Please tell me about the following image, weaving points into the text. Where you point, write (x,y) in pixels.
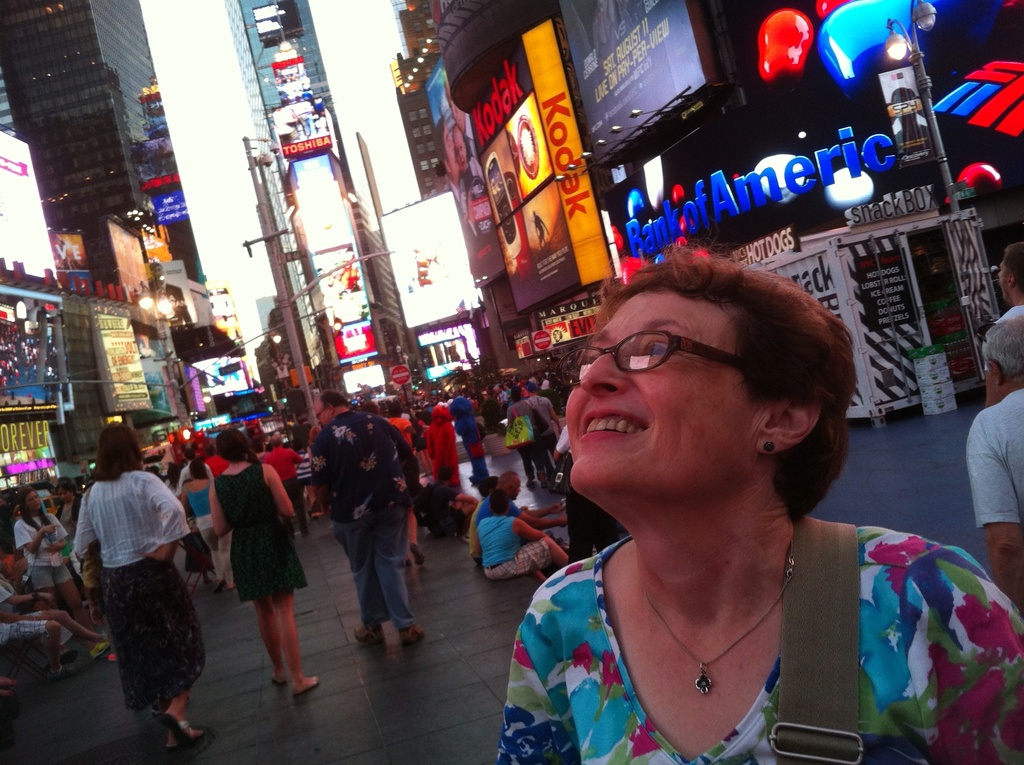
In this image I can see so many people (673,635) are on the roads (377,655) and holding bags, around I can see some buildings (673,77), boards (548,40) with text (604,75) and some lights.
